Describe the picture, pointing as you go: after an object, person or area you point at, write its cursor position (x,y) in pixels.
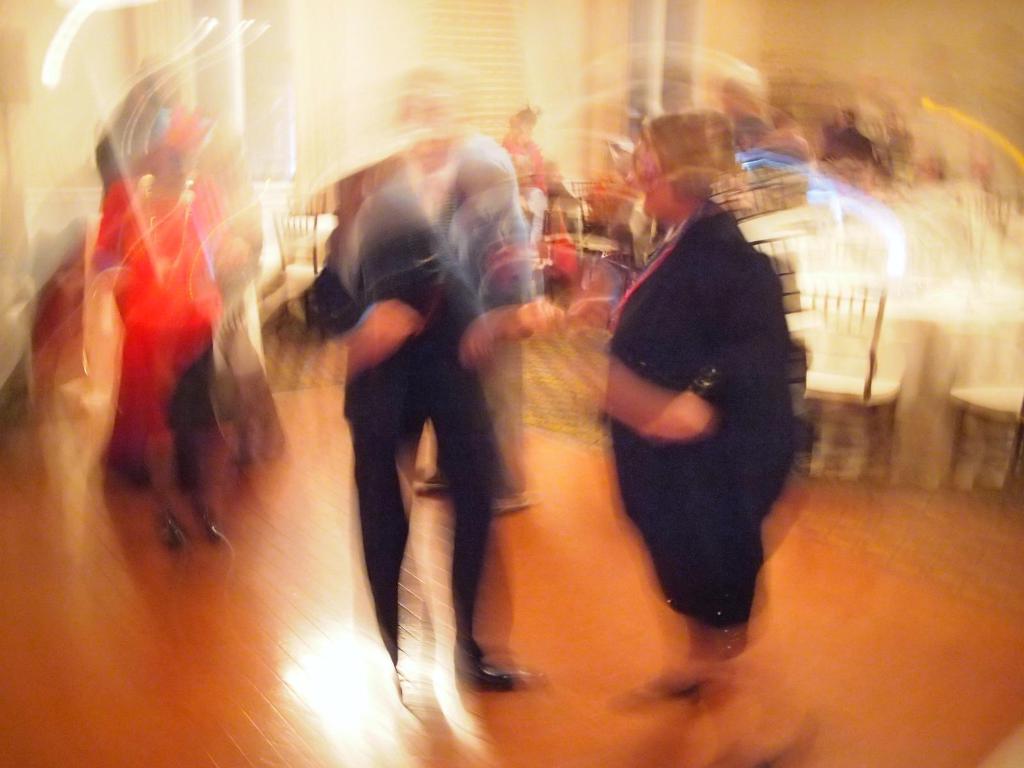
In this image in front (743,558) there are a few people (658,296) standing on the floor (853,593). Behind them there are chairs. On the backside (817,57) there is a wall (816,43).
